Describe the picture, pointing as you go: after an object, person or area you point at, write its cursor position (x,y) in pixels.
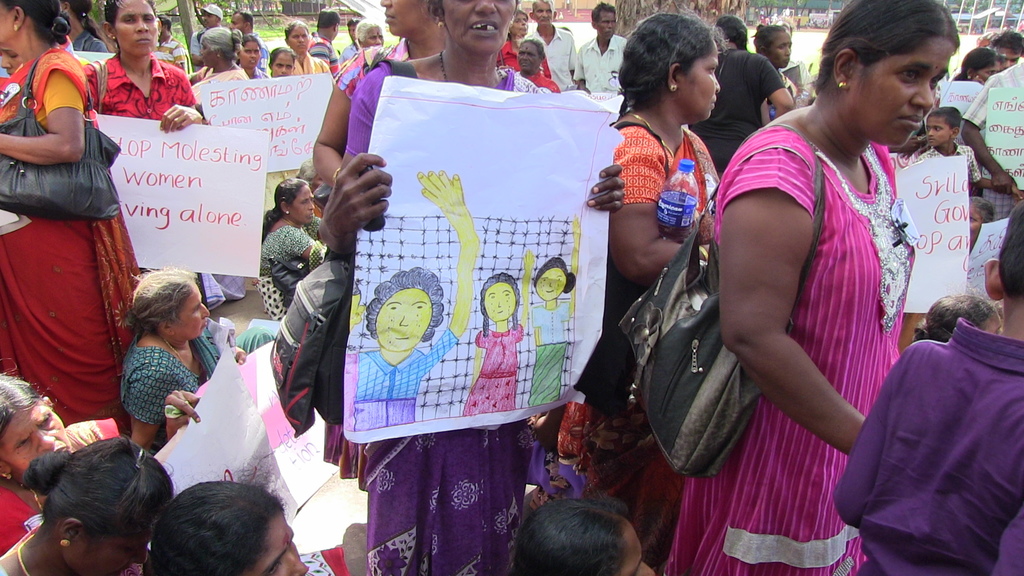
In this image there are so many people (187,291), while some people (635,336) are standing, while some people (155,511) are sitting. The woman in the middle (504,234) is holding the chart (500,249) with a drawing (519,299) on it. On the right side (744,241) there is another woman (727,284) who is standing by wearing the bag (668,340). In the background (197,199) there are few people (349,78) who are standing by holding the charts (192,138). Behind them there is a tree (677,5).
